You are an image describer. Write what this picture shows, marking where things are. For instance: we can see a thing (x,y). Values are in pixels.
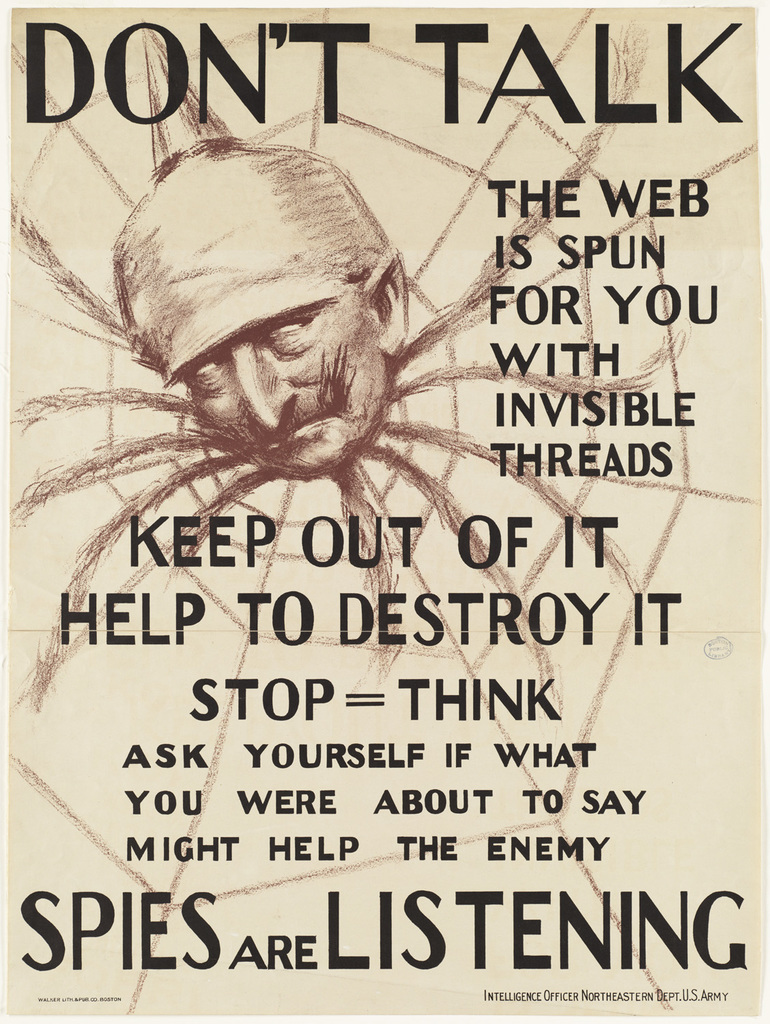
In the picture I can see a person's face (271,451), web (476,675) and some other things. I can also see something written on the image.
